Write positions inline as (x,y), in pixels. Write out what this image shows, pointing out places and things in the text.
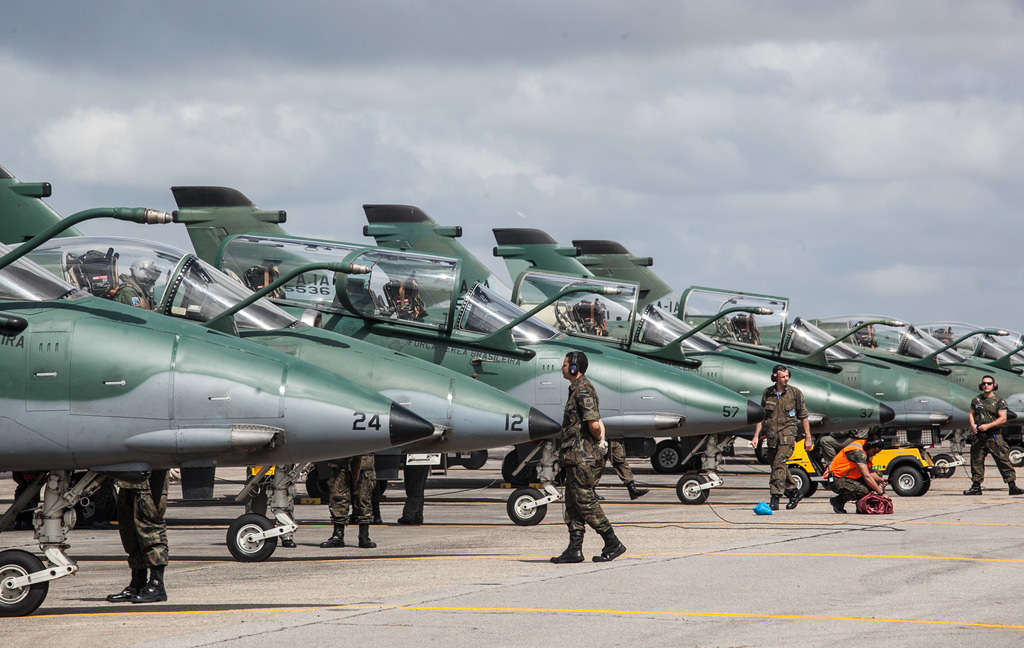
In this picture we can see airplanes (636,345), vehicle (816,446), and few people (863,450) on the road (796,529). In the background (533,148) there is sky (678,132) with clouds (799,214).
